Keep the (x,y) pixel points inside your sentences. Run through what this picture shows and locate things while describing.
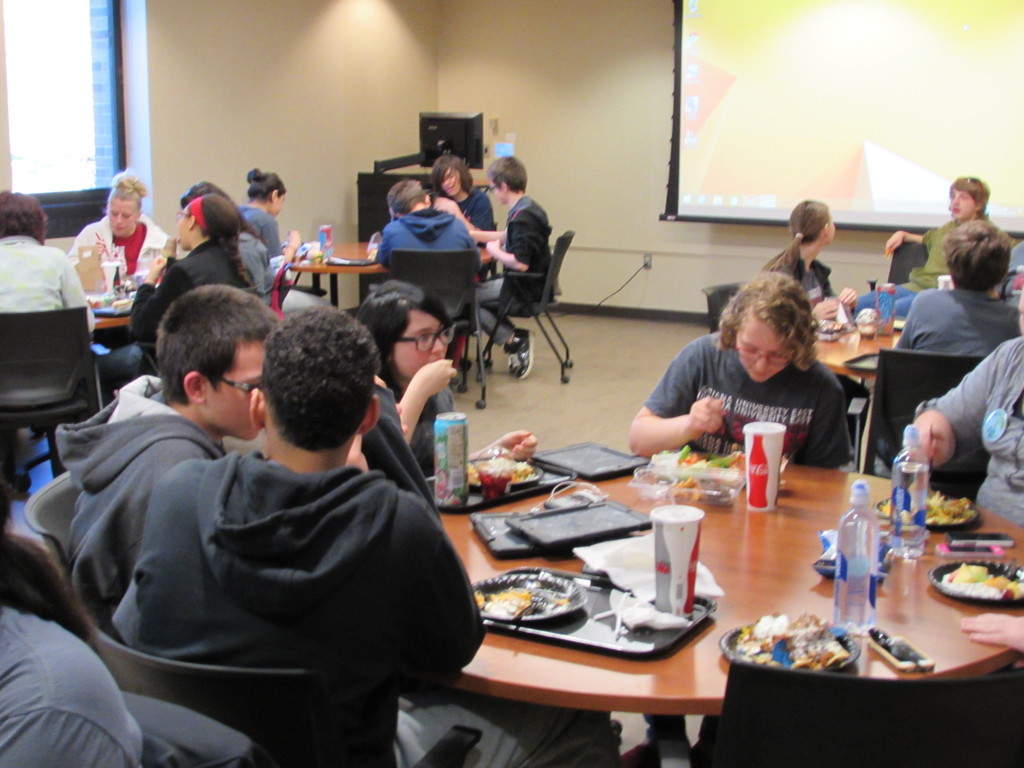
In this picture we can see some persons (284,247) sitting on chair (151,353) and in front of them there is table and on table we can see tin (449,430), glass (661,539), bottle (871,600), plate (555,575), tray (643,655), tissue (671,620), spoon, mobile (972,535), with some food (504,465) on plate (518,469) and in background (381,116) we can see monitor (467,114), wall (594,62), screen (733,57).
